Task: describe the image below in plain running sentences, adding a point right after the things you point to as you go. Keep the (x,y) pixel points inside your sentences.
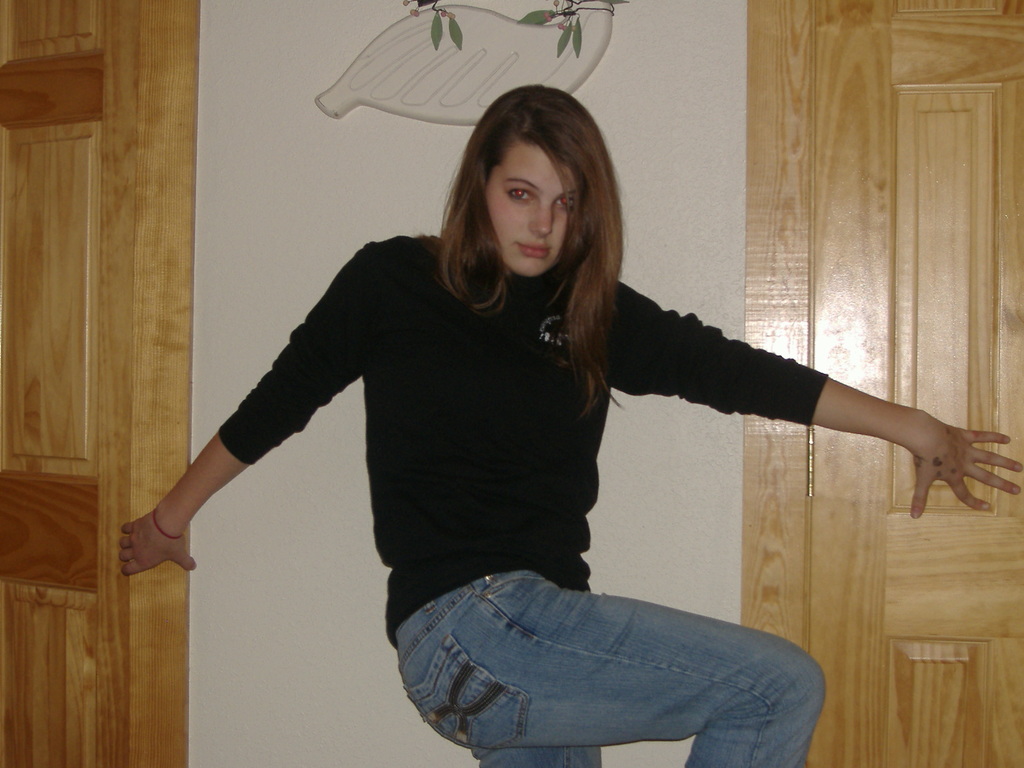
This image consists of a woman (488,473). She is wearing a black T-shirt (390,321). There are doors (72,424) on the left side (55,376) and right side (855,592). She is holding them.
